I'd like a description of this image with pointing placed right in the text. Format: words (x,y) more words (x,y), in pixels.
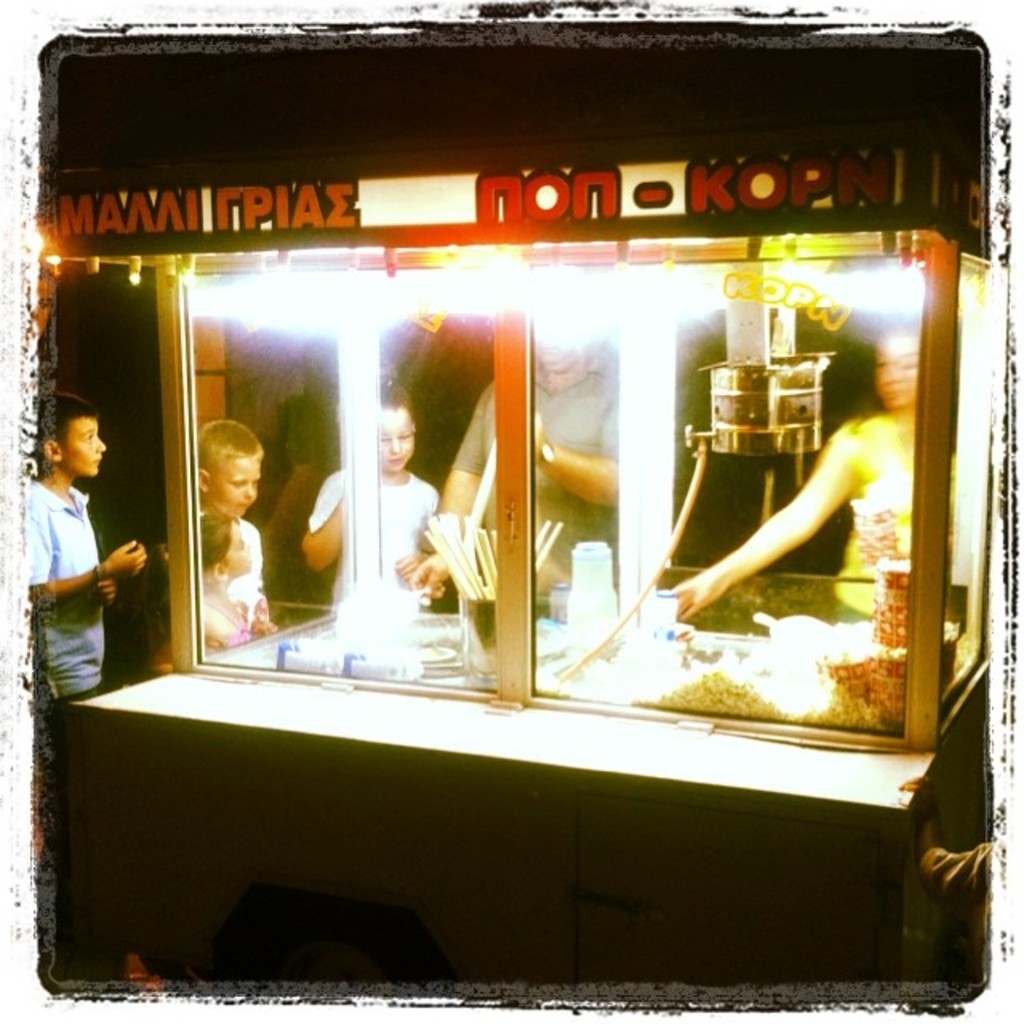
Here we can see a stall (741,930) and there are few persons (619,441). Here we can see bottles (603,583), sticks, glasses (889,551), and food (834,639).
